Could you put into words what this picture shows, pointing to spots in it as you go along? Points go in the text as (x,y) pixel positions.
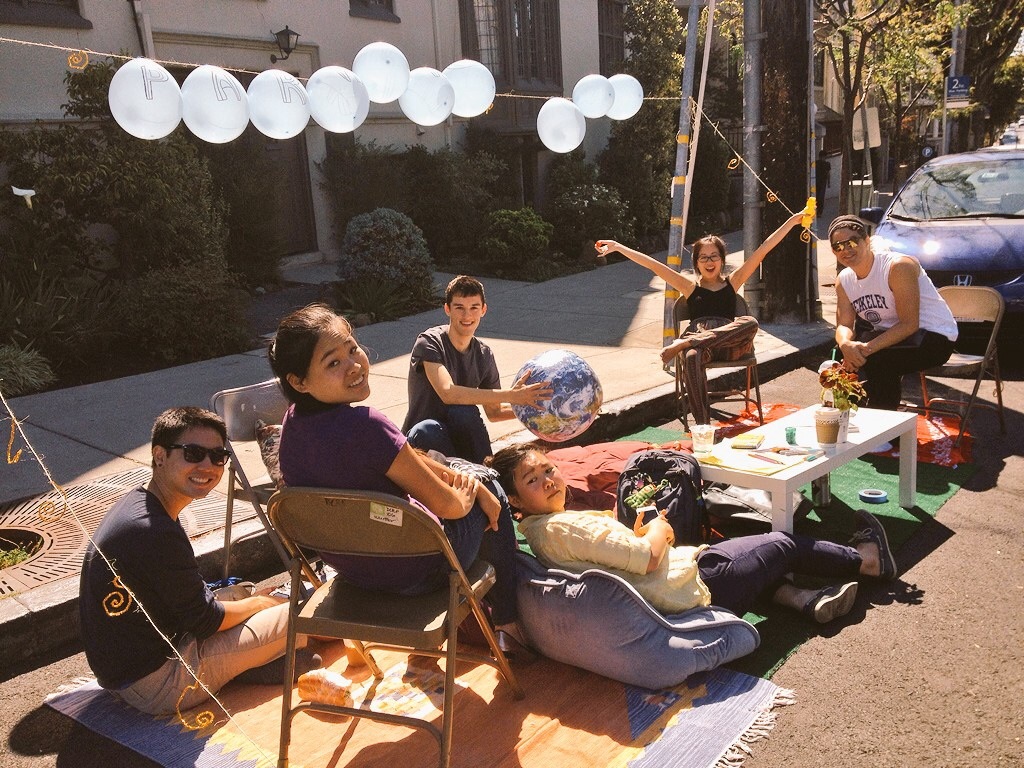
In this image we can see people (869,381) sitting on the chairs (292,503) and some are sitting on the ground (510,443). In the background (193,89) we can see balloons (342,110) tied to a thread (691,96), buildings (294,2), street light (288,33), bushes (364,206), plants (117,249), motor vehicles (966,170), trees (930,60), street poles (962,40), table (855,413), flower vase (842,409) and a disposal container (824,427).
